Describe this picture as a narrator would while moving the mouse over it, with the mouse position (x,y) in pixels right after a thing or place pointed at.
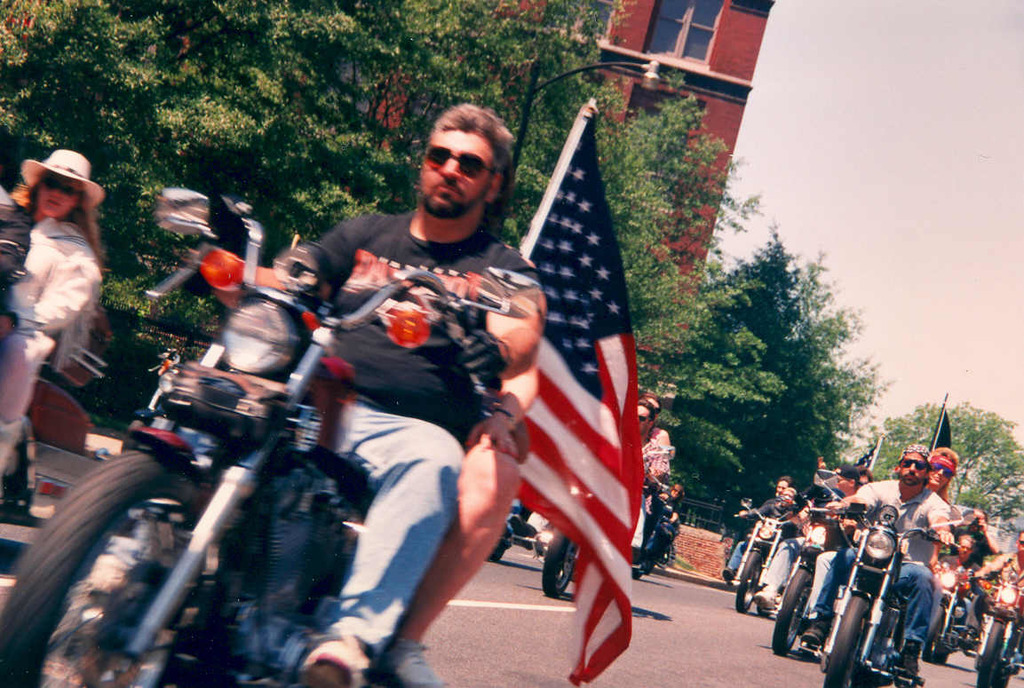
As we can see in the image there are trees (255,25), building (738,54), sky (870,69), few people (409,408) sitting on motorcycle (357,531).
